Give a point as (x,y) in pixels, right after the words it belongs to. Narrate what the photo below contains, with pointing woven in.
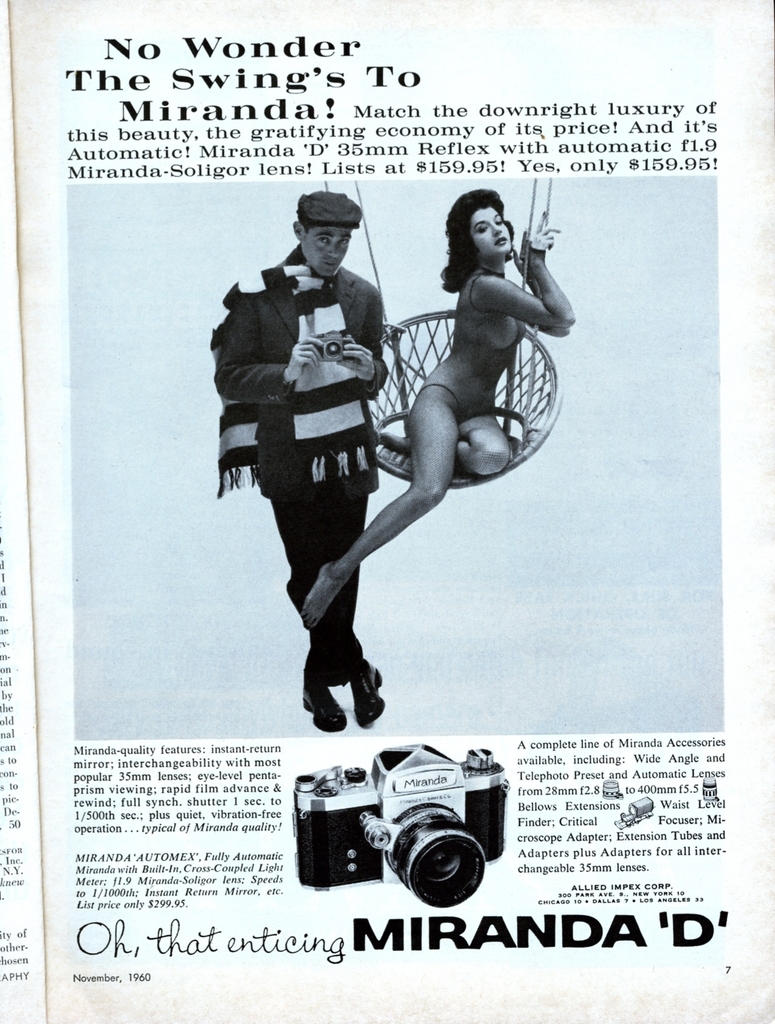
In the image I can see a poster (364,477) in which there is the picture (443,532) of two people (482,364) and also I can see something written on it.
